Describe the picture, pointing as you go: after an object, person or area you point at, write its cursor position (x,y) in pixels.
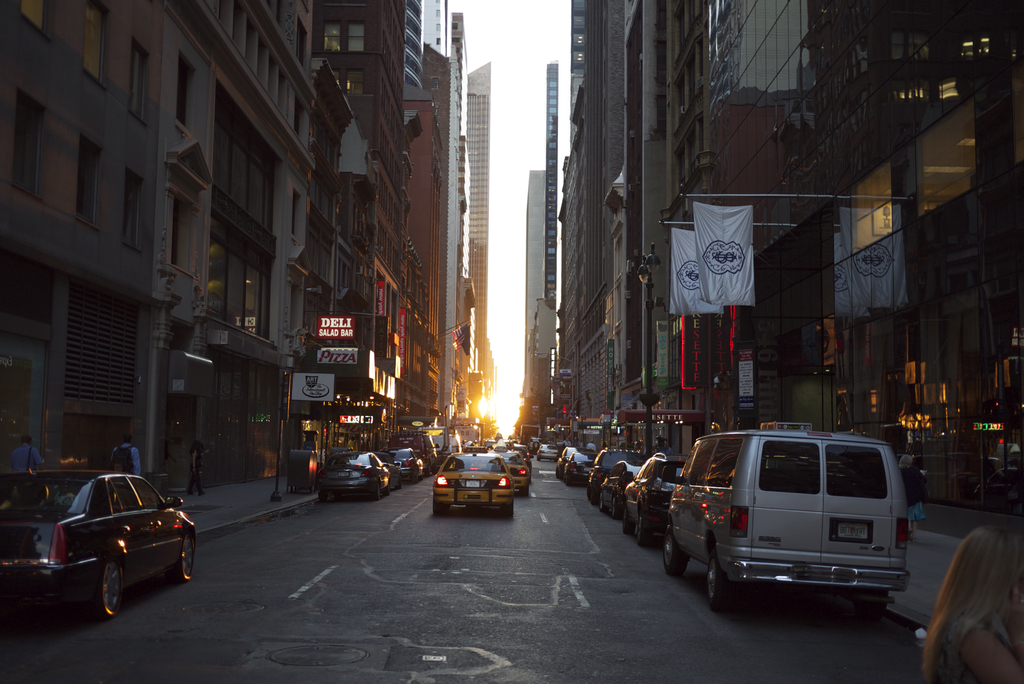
In the picture I can see few vehicles (480,491) on the road (488,511) and there are few buildings (270,217) on either sides of it and there is a woman (964,614) standing in the right bottom corner (977,621).
